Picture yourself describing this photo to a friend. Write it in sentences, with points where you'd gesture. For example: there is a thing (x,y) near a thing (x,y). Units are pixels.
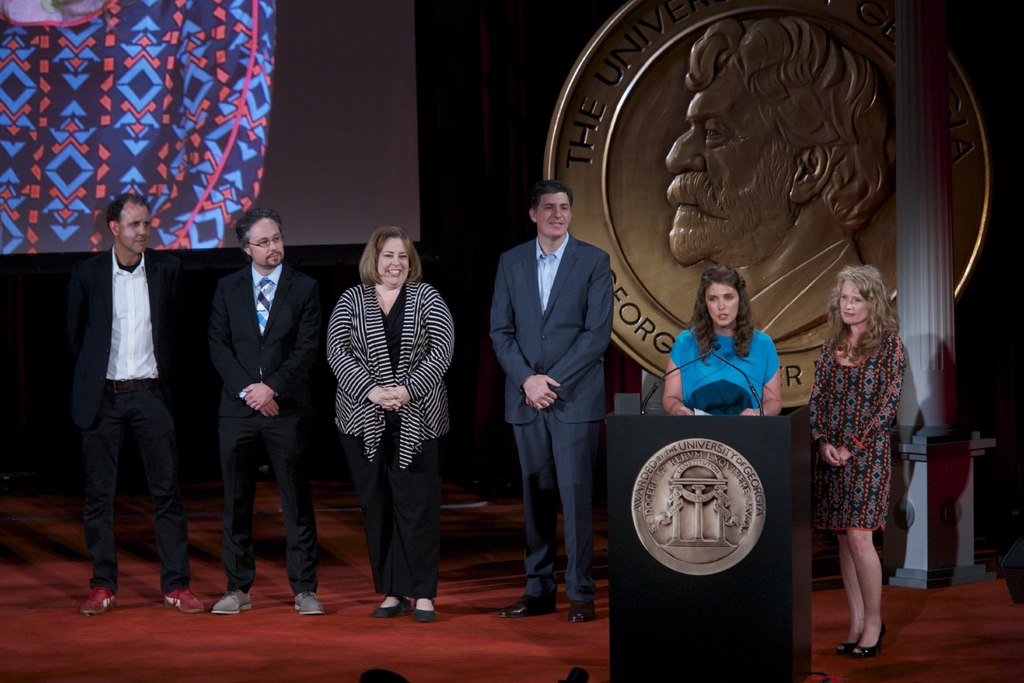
This picture shows a few people (528,372) standing on the dais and we see a woman (687,394) standing at a podium (692,441) and speaking with the help of a microphones (745,376) and we see a woman (874,423) standing on the side and we see a pole (907,185) and a screen (396,60) we see a man (256,261) wore spectacles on his face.
